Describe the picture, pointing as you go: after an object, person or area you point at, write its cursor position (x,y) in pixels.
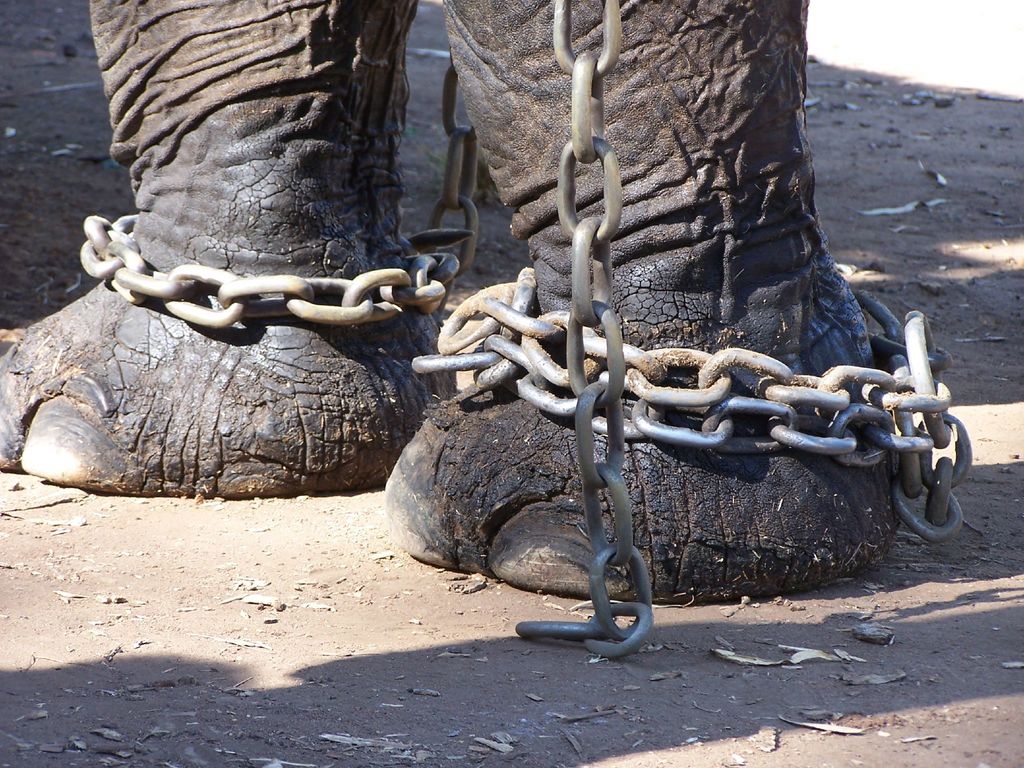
In this image we can see the chains (844,422) to the elephant legs (501,523).
